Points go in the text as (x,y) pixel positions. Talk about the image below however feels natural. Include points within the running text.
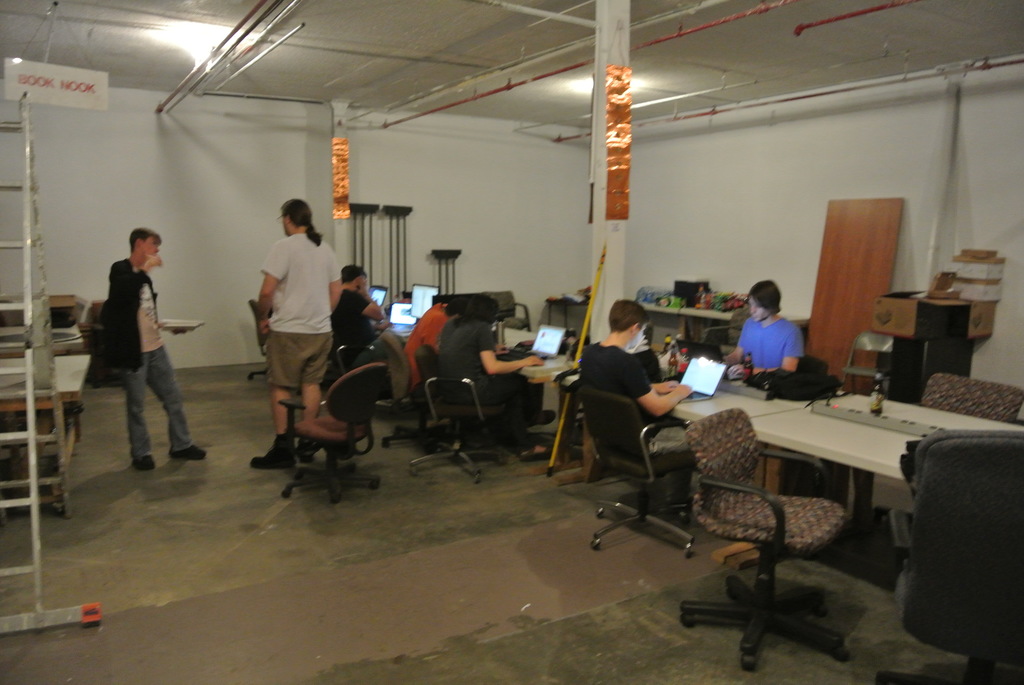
As we can see in the image there is a white color wall (163,189), few people (303,271) standing and sitting on chairs (690,469) and there is a table (896,450). On table (718,393) are laptops (712,363).
